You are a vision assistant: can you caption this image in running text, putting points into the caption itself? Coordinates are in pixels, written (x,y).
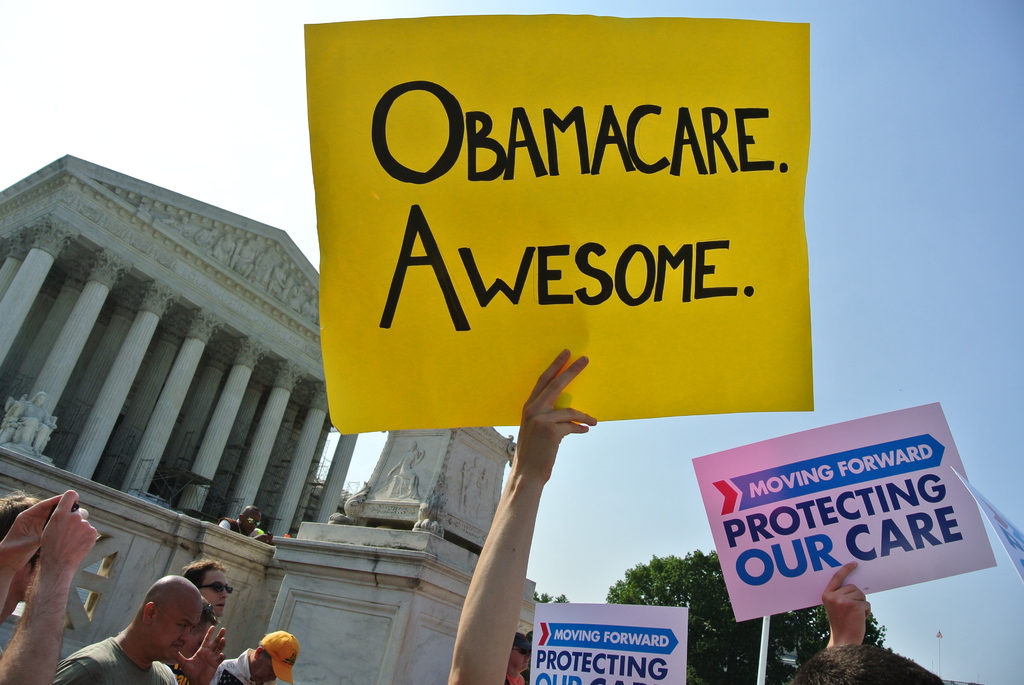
In the picture we can see some people (926,674) are holding some boards (383,403) written on it as Obama care awesome and besides them, we can see some people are also standing, and behind them, we can see the supreme court (220,512) and beside it we can see trees (656,578) and a sky (974,470) behind it.
